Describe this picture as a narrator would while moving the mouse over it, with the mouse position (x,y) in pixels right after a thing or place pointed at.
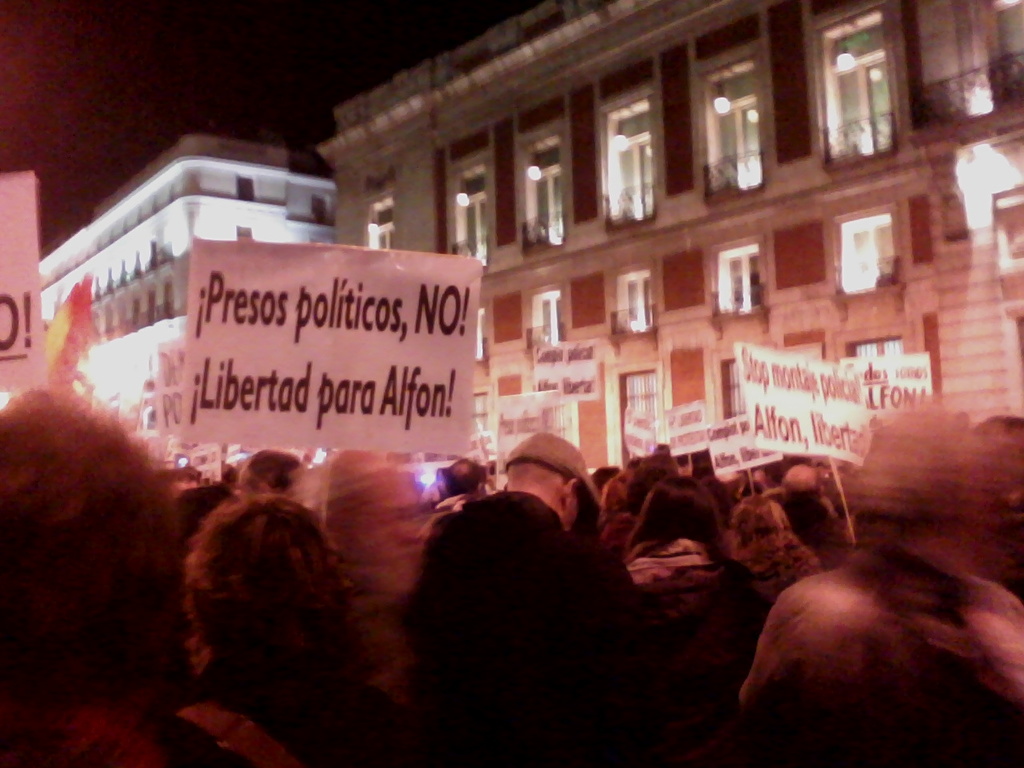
At the bottom of the image (633,539) there are many people (396,599) standing and holding the posters (310,377) with something written on it. In the background (785,71) there are buildings (779,130) with walls (807,89), windows (737,136) and pillars (686,148).
